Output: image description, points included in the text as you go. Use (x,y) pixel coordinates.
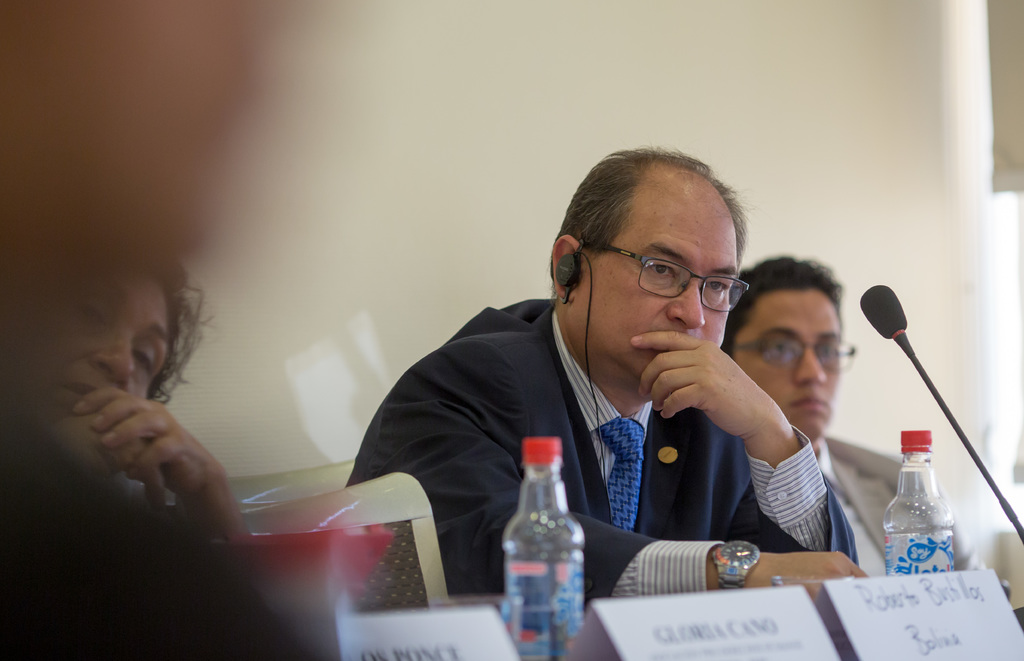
In the center of the picture (640,419) there are name boards (787,609), bottles (945,492), mic (950,417) and a person (585,430) sitting. Towards left (128,381) we can see a woman (130,311) and a blurred image (113,95) of something. In the background (695,146) there are wall (779,200) and a person (808,361).
